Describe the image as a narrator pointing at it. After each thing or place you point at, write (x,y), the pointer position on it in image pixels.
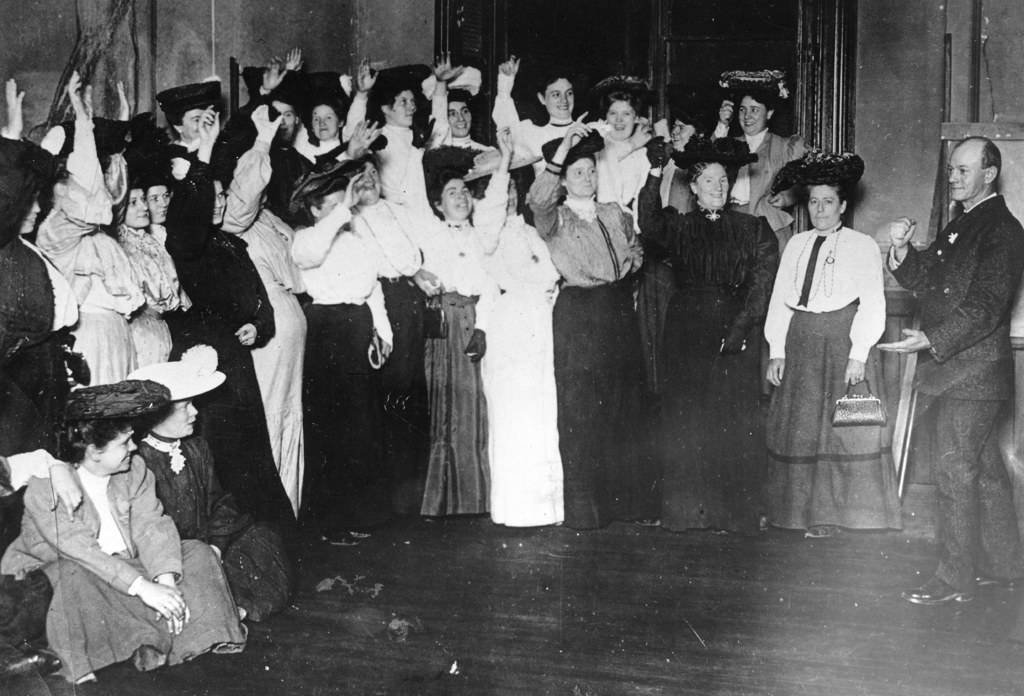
This is a black and white image. I can see a group of people (794,186) standing and two women (171,522) sitting. This is the floor (506,611). In the background (599,35), that looks like a door (617,31). On the right side of the image (1002,137), I can see a board (954,135), which is behind the man (998,210).
